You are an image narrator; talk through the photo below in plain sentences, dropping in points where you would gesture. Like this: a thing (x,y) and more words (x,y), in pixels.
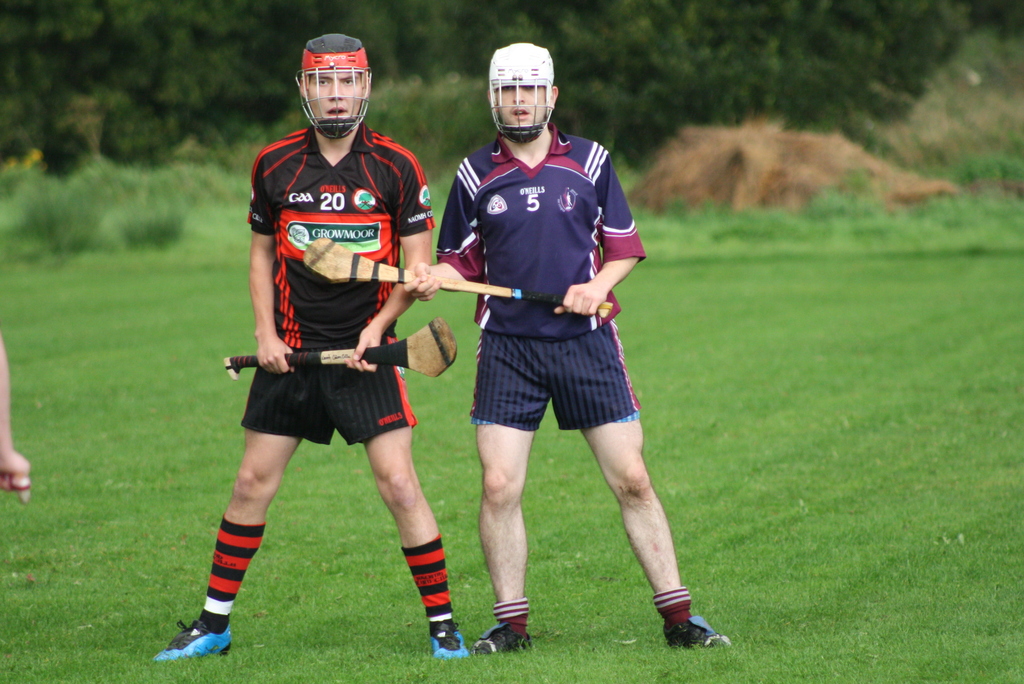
In this picture, we see two men (567,291) in black T-shirt (391,224) and in blue T-shirt (512,242) who are wearing helmets (534,53) are holding the wooden sticks (436,364) in their hands (571,304). At the bottom of the picture (329,562), we see grass (927,620). In the background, there are many trees (261,3).
